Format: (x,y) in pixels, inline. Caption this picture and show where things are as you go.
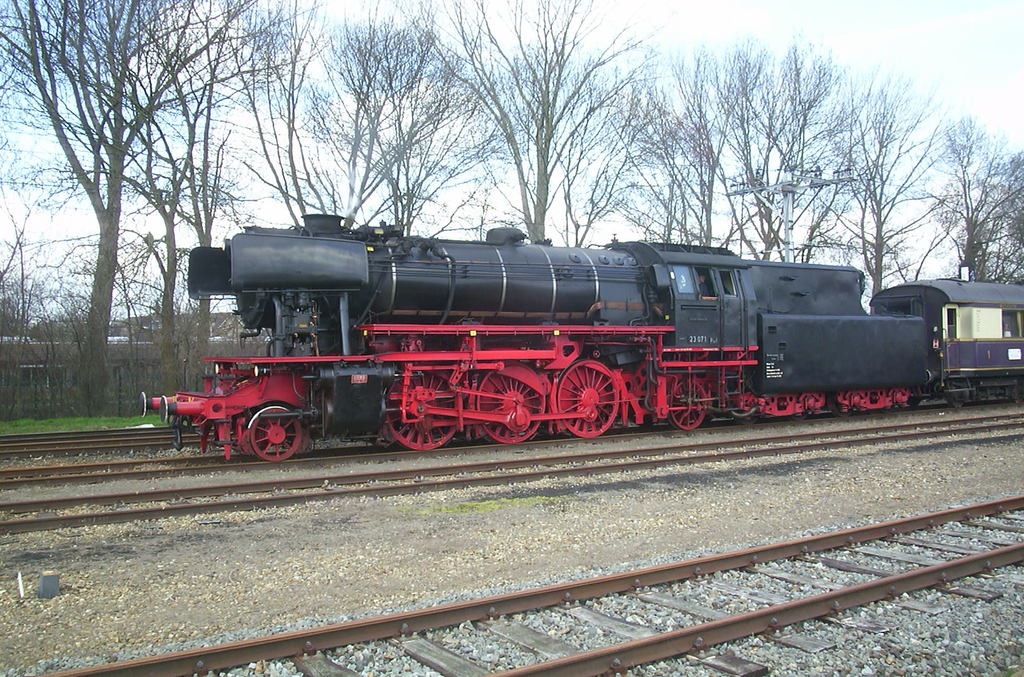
In this image there is the sky (940,99) towards the top of the image (578,75), there is a pole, there are trees (543,129) towards the top of the image (882,208), there are buildings (122,351) towards the left of the image (148,360), there is grass (103,418) towards the left of the image (133,422), there is a railway track (122,463), there are stones (482,657) on the ground (842,584), there is a train (698,357) towards the center of the image (489,375).
